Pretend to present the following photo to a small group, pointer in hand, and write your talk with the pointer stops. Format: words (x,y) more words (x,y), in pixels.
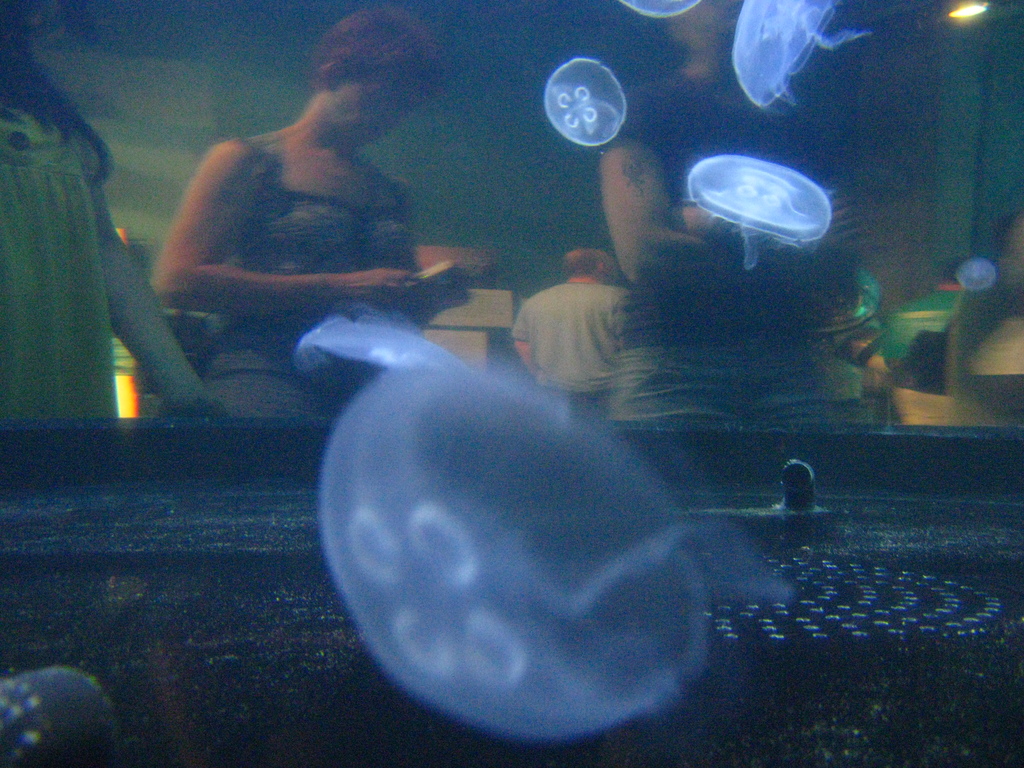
In the foreground of this image (524,589), there are jellyfishes (590,476) under the water (266,478) and through the glass (477,191) there are persons (597,300) standing, a wall (513,261) and few objects (479,308).
